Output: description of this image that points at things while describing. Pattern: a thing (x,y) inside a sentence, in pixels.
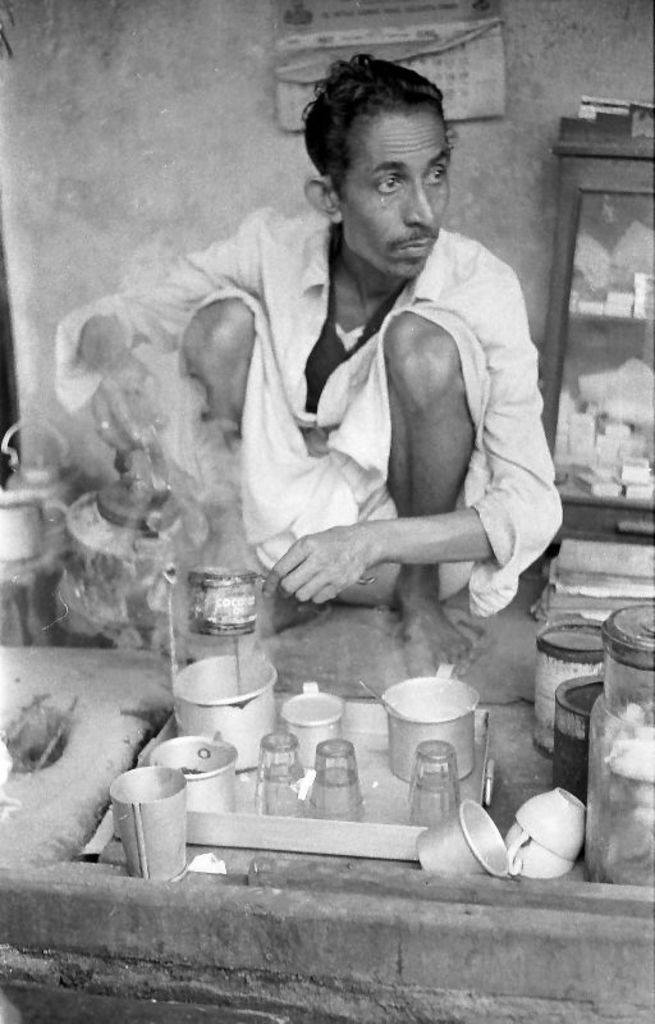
In this picture there is a man (347,167) who is wearing white dress (521,514) and dark cloth (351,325). He is in squat position. He is making a tea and holding a kettle (120,518) and tin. On the bottom (163,861) we can see tea cups (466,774), glass (277,782), jug (215,693), steel glass (166,785), cans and other objects (628,844). On the top (346,25) there is a calendar (417,60) on the wall (524,76). On the right (563,303) we can see a cupboard (577,228) on which we can see some carton boxes (634,295) and papers (627,393).
